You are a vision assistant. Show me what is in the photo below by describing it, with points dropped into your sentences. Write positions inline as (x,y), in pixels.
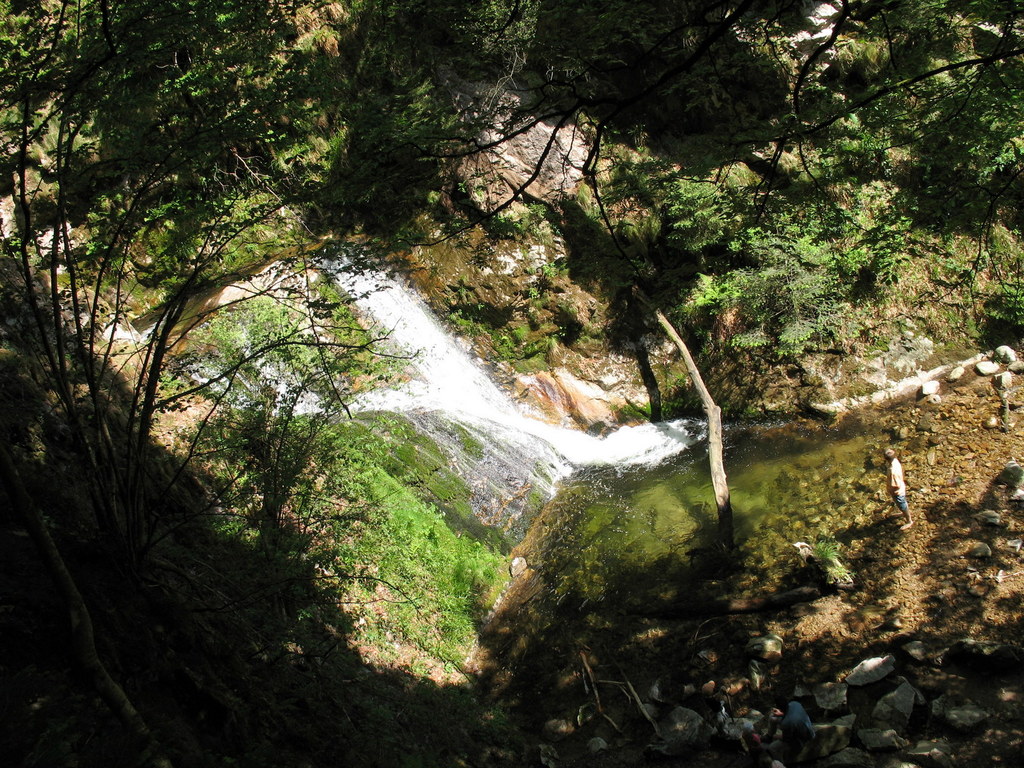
This image is taken outdoors. In the middle of the image (507,419) there is a waterfall (522,426) with water (481,395). There are a few rocks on the ground (670,625). In this image there are a few trees (284,474) and plants (272,142) and there is a ground (691,645) with grass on it. On the side of the image a man (891,461) is standing on the ground (947,485).
